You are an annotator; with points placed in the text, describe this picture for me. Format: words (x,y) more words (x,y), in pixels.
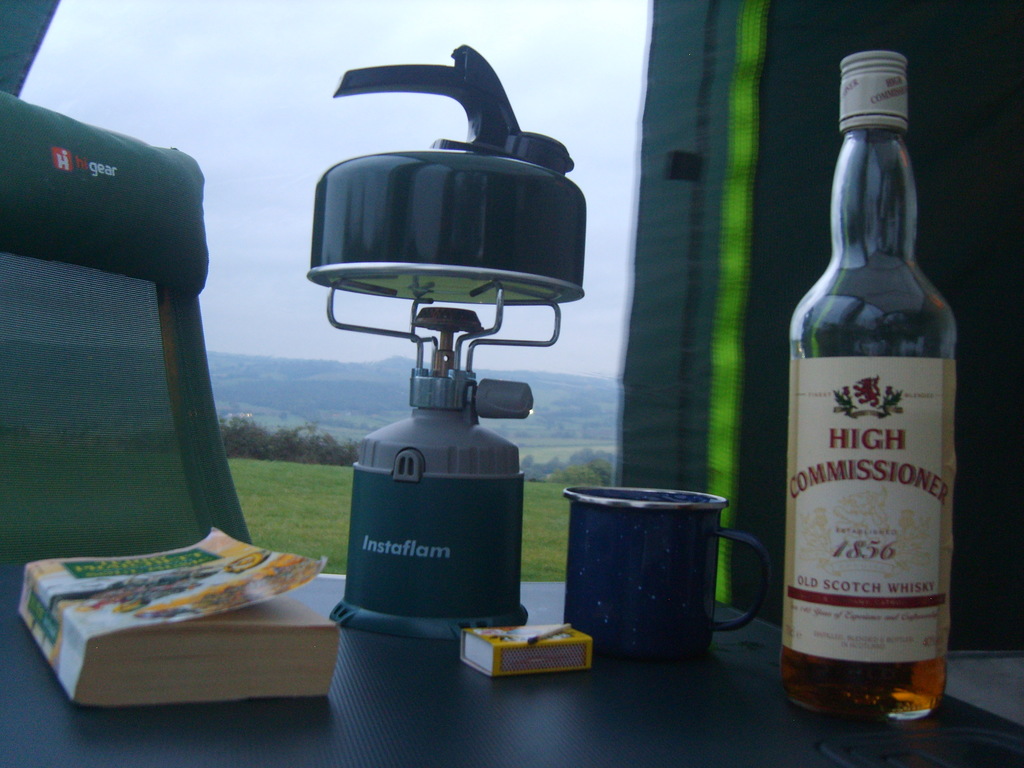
This image is clicked in a tent (695,66). In the front (327,672), there is a table (594,689) on which a whiskey bottle (825,463), matchbox (534,653), mug (604,520), stove (475,490) and a book (204,590) are kept. To the left (50,269), there is a chair (80,352). In the background (281,250), there is sky (276,160), mountain (292,383) and grass (288,485).
